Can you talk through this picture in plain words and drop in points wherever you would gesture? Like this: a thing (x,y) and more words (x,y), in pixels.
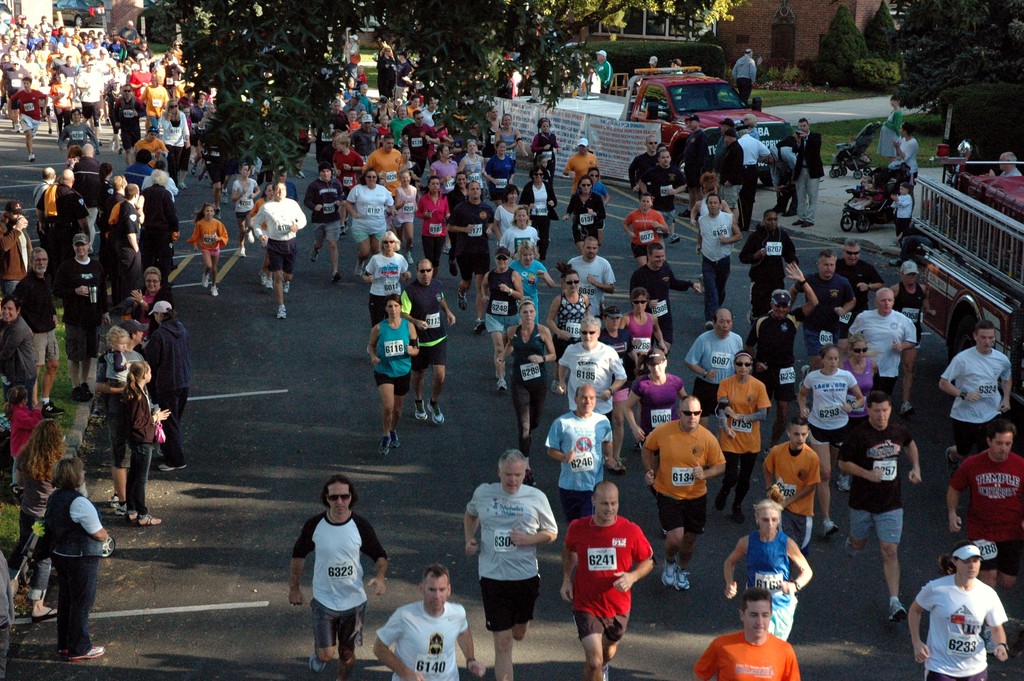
In this image I can see there are group of persons (429,183) running on the road (287,404) and I can see there are few persons (109,399) standing on the road (197,257) on the left side (20,415), at the top (317,73) i can see tree (920,54) and in the middle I can see vehicles (676,97).
